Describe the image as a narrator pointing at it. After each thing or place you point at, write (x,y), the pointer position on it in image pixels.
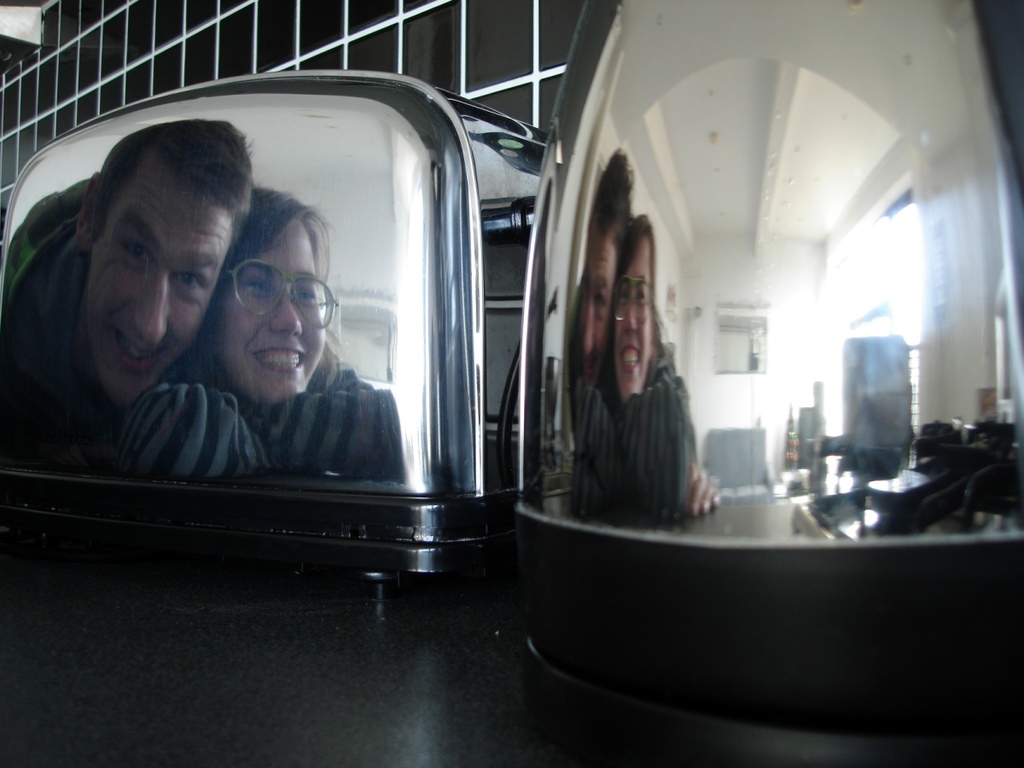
In this picture we can see steel objects (508,191) with the reflection (216,306) of two people (216,306), ceiling (820,119) and some objects (884,458) on it. In the background (59,56) we can see the wall (428,76).
